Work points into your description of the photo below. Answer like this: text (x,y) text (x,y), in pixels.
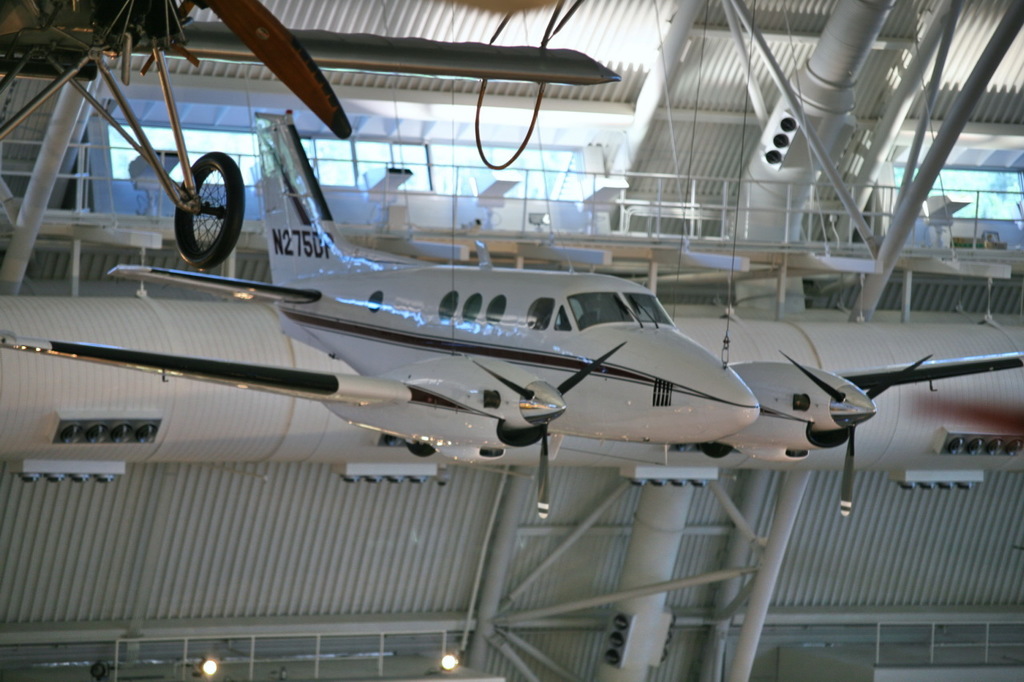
In this image there are planes (526,331), shed (337,533), lights (447,656), rods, railing (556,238), windows (998,190) and objects (974,238).
